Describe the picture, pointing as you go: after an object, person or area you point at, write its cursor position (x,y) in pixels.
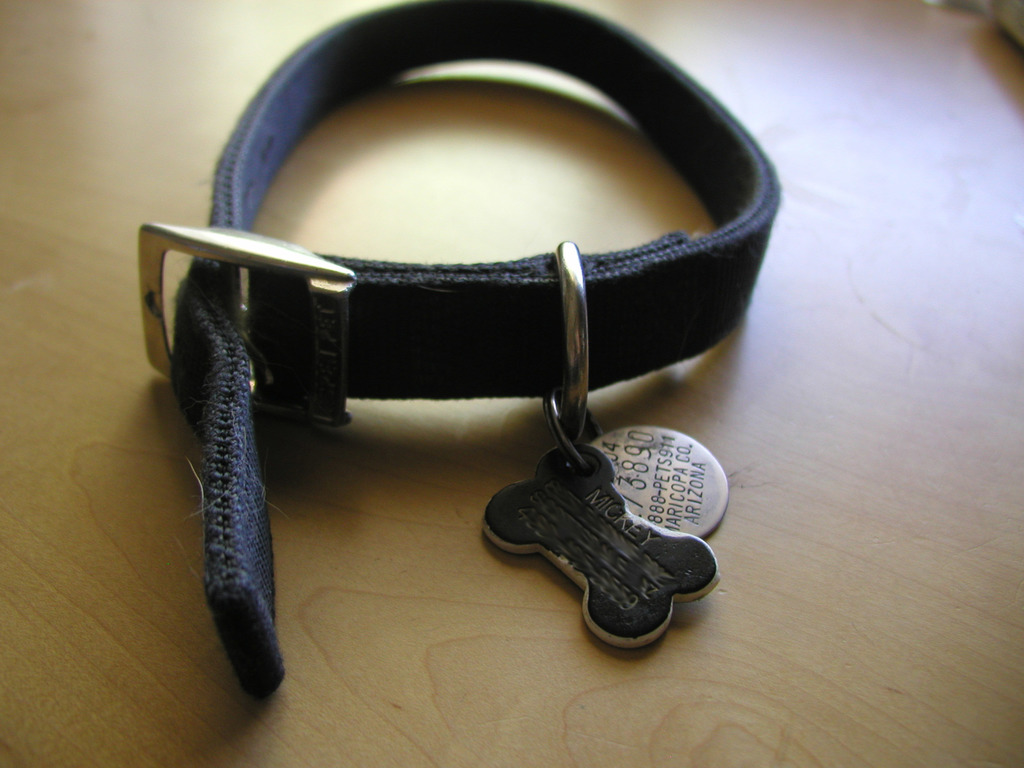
In this image we can see a dog collar (495,325) with a name tag (565,561) placed on the table (364,503).
